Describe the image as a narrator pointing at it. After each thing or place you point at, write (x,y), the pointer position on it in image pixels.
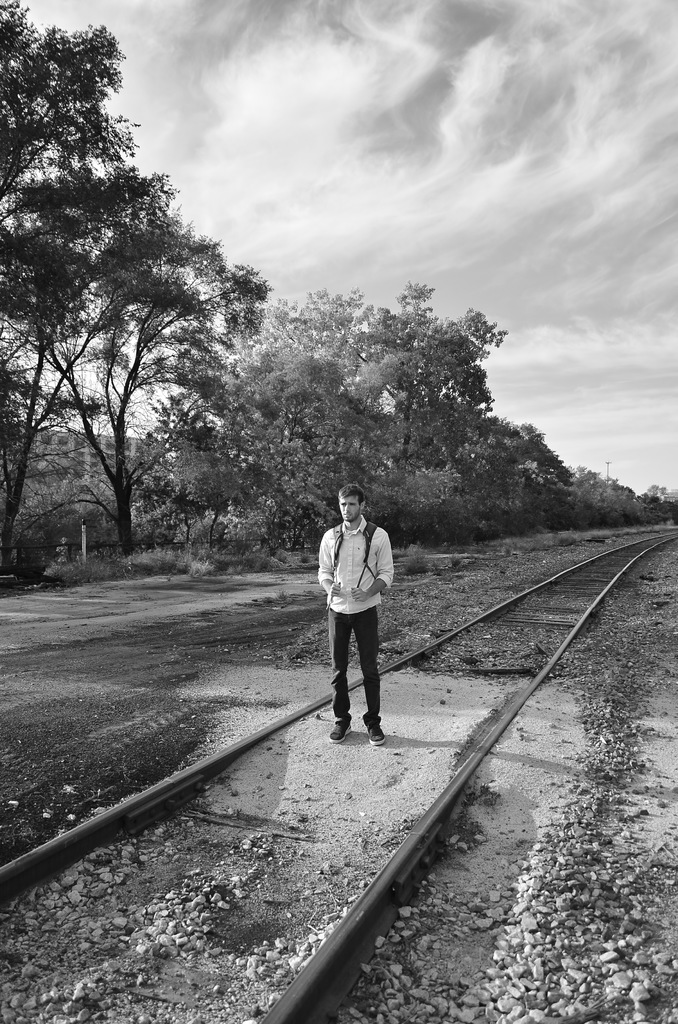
In this image we can see black and white picture of a person (378,563) wearing bag (368,553) is standing on the ground (398,757). In the foreground (279,875) we can see a train track (395,881). In the background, we can see a pole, building (97,458), group of trees (272,451) and the sky (512,219).
